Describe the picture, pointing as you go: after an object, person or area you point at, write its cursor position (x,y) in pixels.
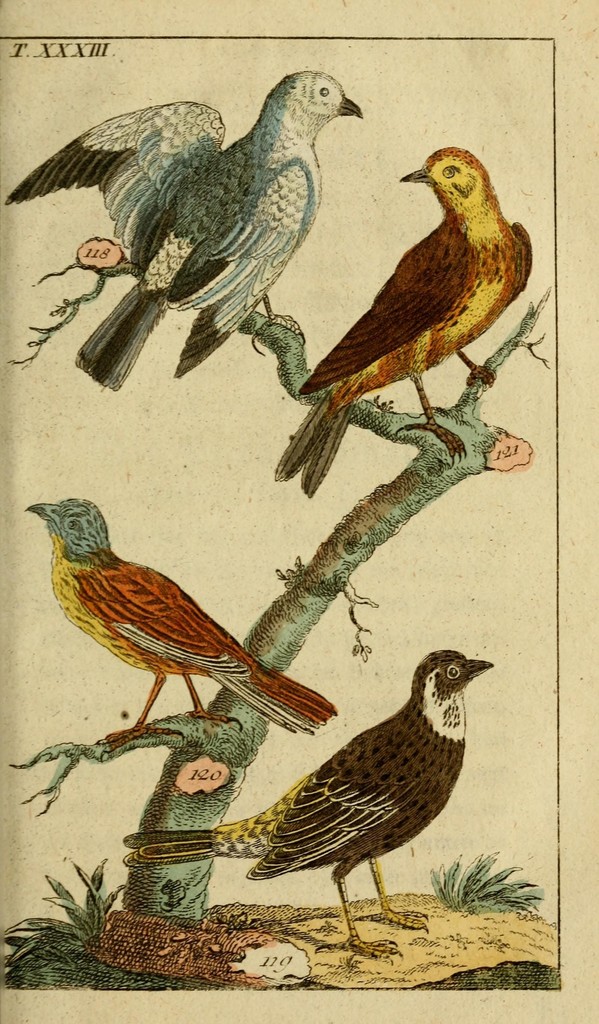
In this image, there are four birds (185,679) in different colors. In these four, three birds (445,314) are on the branch (270,638).
